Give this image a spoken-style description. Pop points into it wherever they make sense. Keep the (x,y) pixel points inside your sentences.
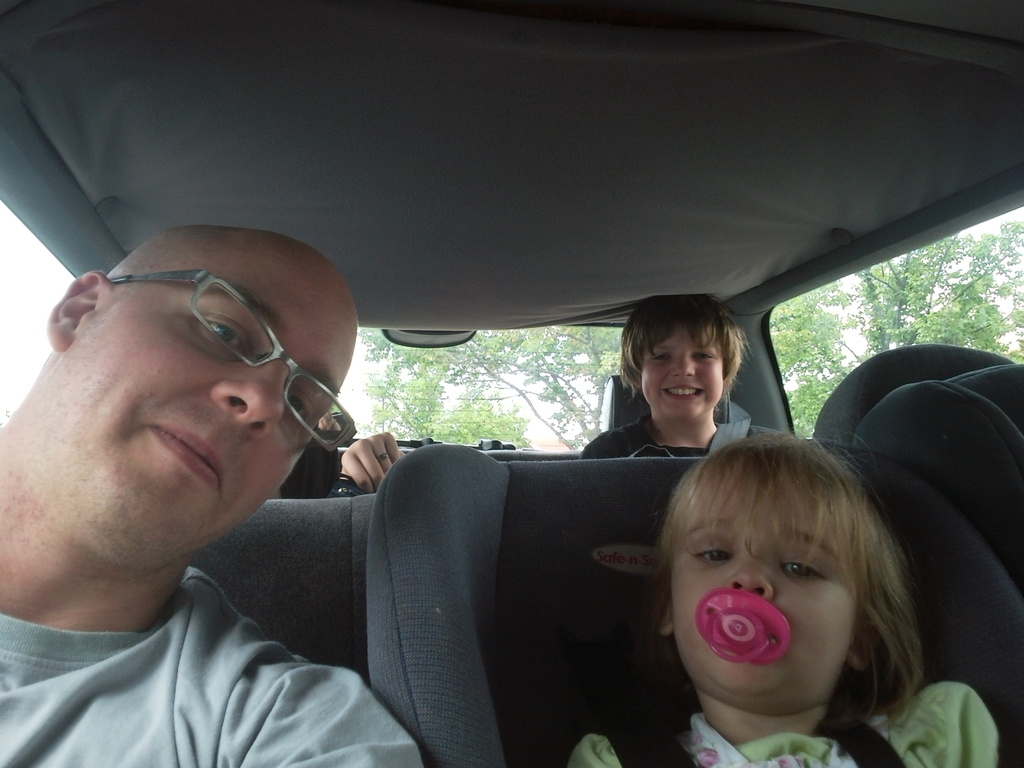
In this picture we can see one man (100,409) and two children's (645,427) sitting inside a vehicle (473,227) where this man (305,357) wore spectacle (287,382) and girl (741,677) wore green color dress (923,722) and at back (672,332) boy (657,345) is smiling and from window (934,287) we can see trees (885,330).
